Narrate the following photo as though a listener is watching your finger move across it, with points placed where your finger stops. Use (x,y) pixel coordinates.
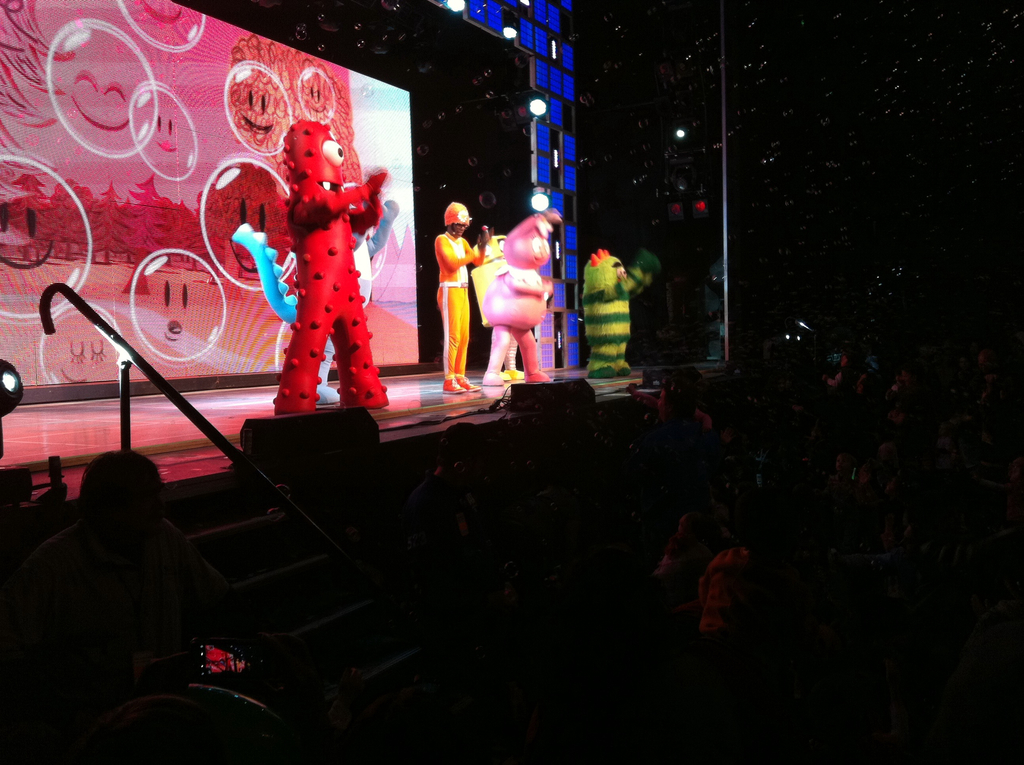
As we can see in the image there is a wall (206,111), lights (561,197), few people (513,274) here and there and stairs (349,576). The image is little dark.
